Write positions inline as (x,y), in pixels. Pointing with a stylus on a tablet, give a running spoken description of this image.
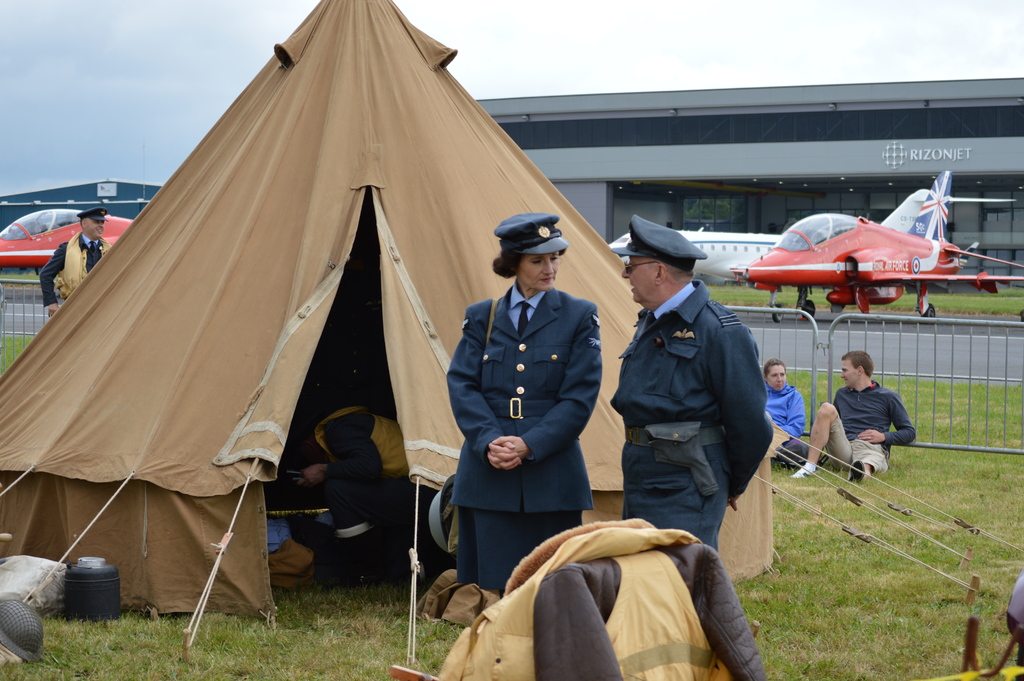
In this image I can see the tent (239,455). There is a person (343,480) inside the tent (248,428). To the side of the tent (185,326) I can see few people (640,414). In the background (819,356) I can see the railing (785,342), many aircraft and the building (621,177). I can also see the sky (555,64) in the back (665,78).
